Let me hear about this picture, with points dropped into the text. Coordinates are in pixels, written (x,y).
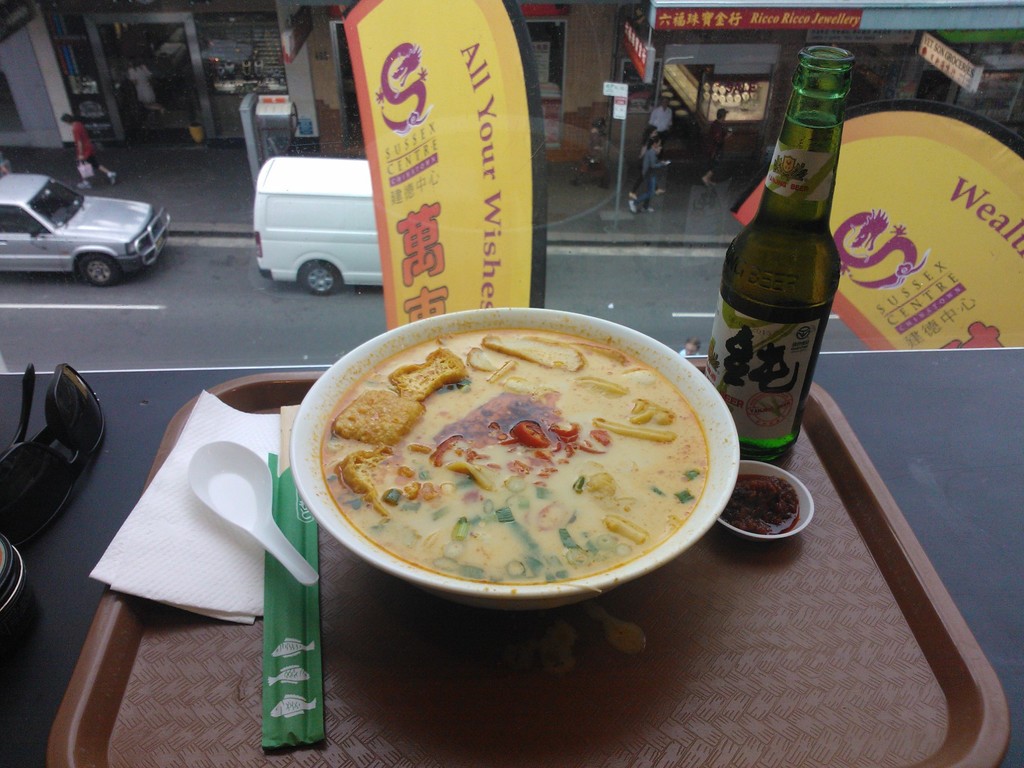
In this image there is a food (483,496) in white color bowl (320,431) is kept in a tray (219,397) at bottom of this image (478,662). There is a white color spoon (251,511) and tissue (197,534) kept at left side of this image (178,523). There is one goggles (62,455) kept at left side of this image (91,410) and there are some vehicles (285,275) is in middle of this image (358,265). there are some shops (119,111) at top of this image (620,51). There is one bottle (781,321) kept in a tray (781,565) at right side of this image (773,422).
